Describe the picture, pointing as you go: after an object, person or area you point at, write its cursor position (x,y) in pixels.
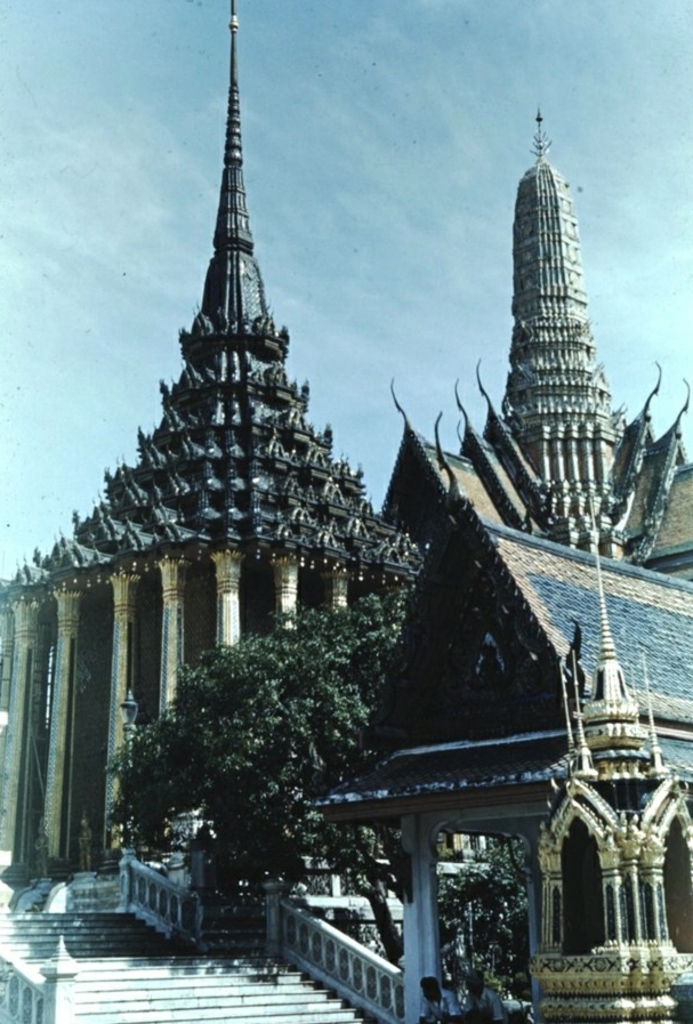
To the bottom left of the image (105,958) there are steps (244,948) with railing (330,983). And in the background (507,629) there are trees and also there are buildings (527,438) with walls (213,576), pillars (64,670) and roofs (232,320). To the top of the image (367,269) there is a sky (419,200).
